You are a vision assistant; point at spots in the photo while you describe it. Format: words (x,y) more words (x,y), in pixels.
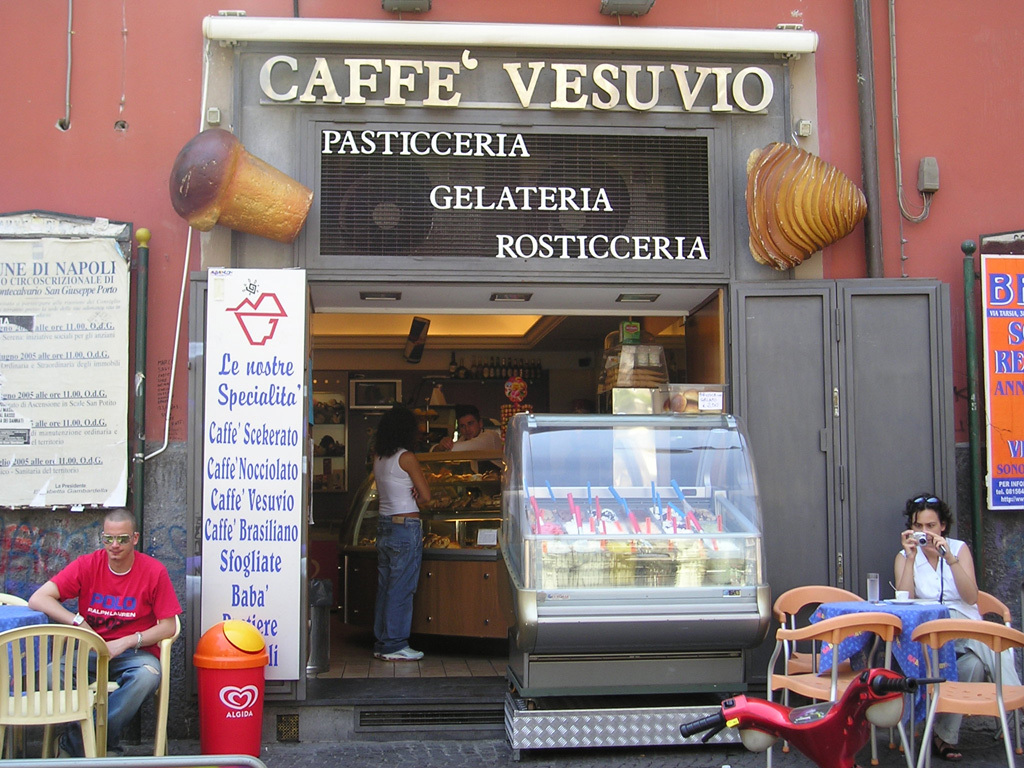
In this picture we can see a shop (483,338) where one person (471,437) is at counter (440,465) and other is standing beside to that table (458,467) and here we can see pipes (860,114), wall (890,215), door (831,354), woman (914,580) sitting on chair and on table (913,607) we can see cup (904,596), saucer (892,601), glass (870,592), on left side (158,616) man (138,560) wore red color T-Shirt (134,590), spectacle (109,536), watch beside to him there is bin (251,697), banner (222,442).
